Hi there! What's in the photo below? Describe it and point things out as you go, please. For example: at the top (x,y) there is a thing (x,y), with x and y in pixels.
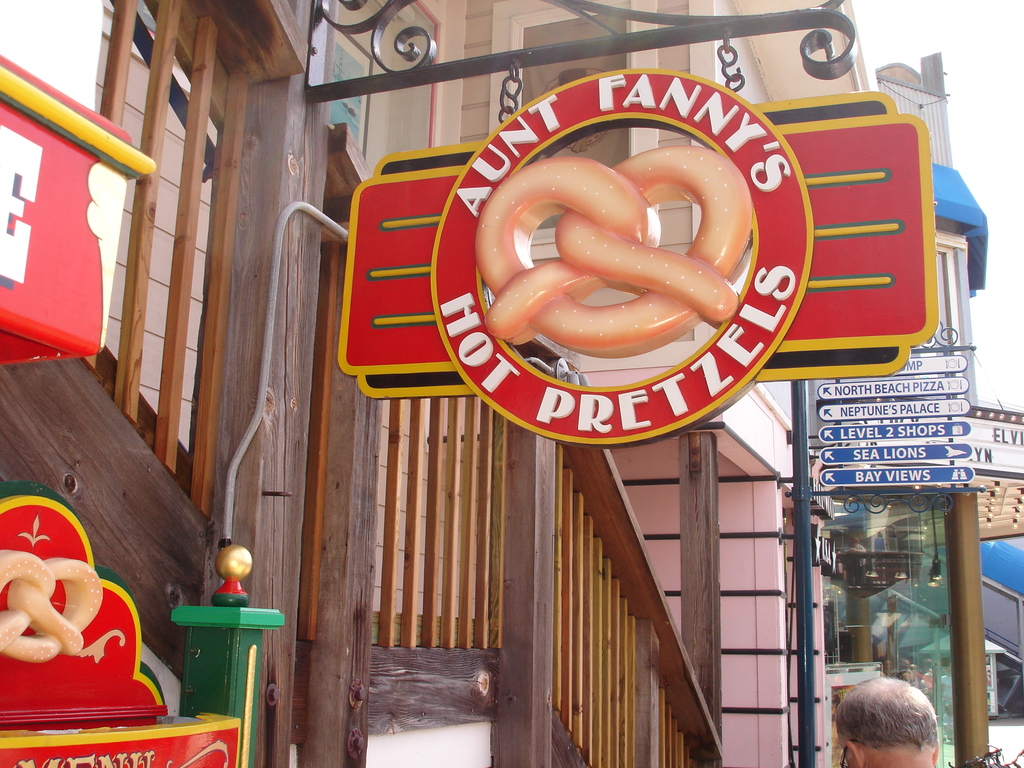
In the foreground of the picture (566,314) there are hoardings (668,426), railing (312,435), staircase (153,457) and buildings (746,541). At the bottom (876,718) there is a person's head (888,721) and bicycles (979,755). On the right (1007,149) it is sunlight (1004,176).
